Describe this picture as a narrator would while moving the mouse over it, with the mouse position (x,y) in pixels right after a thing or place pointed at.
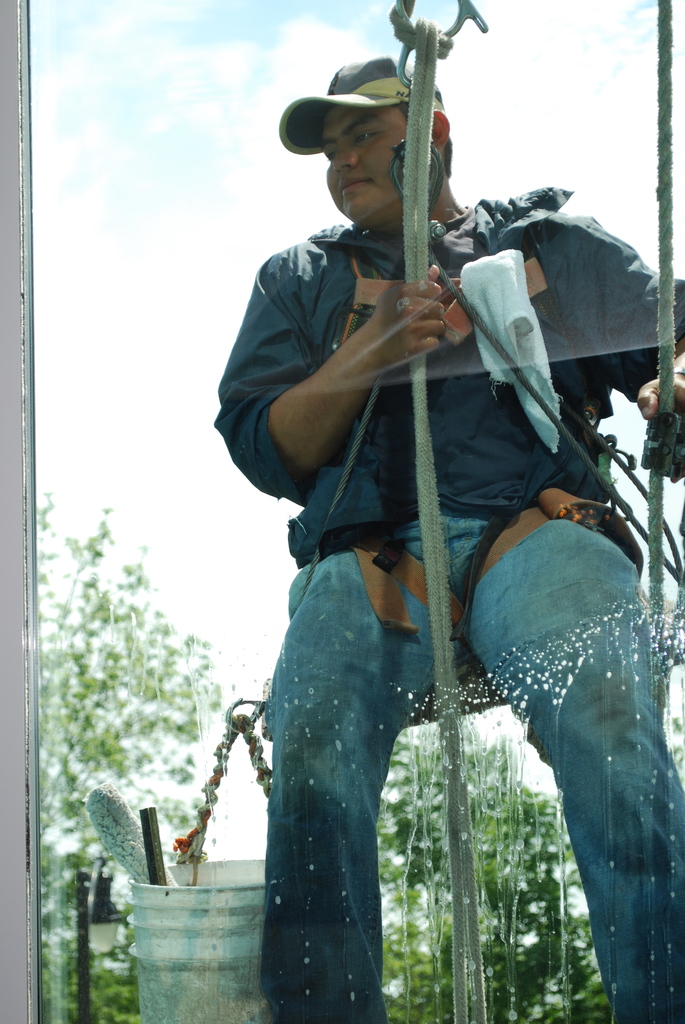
In this image, we can see a man (613,694) wearing a hat (386,86), he is hanging on the ropes (459,886), there is a white color bucket (217,932), in the background (78,659) there are some green color trees (84,676), at the top (165,111) there is a sky (86,57).
